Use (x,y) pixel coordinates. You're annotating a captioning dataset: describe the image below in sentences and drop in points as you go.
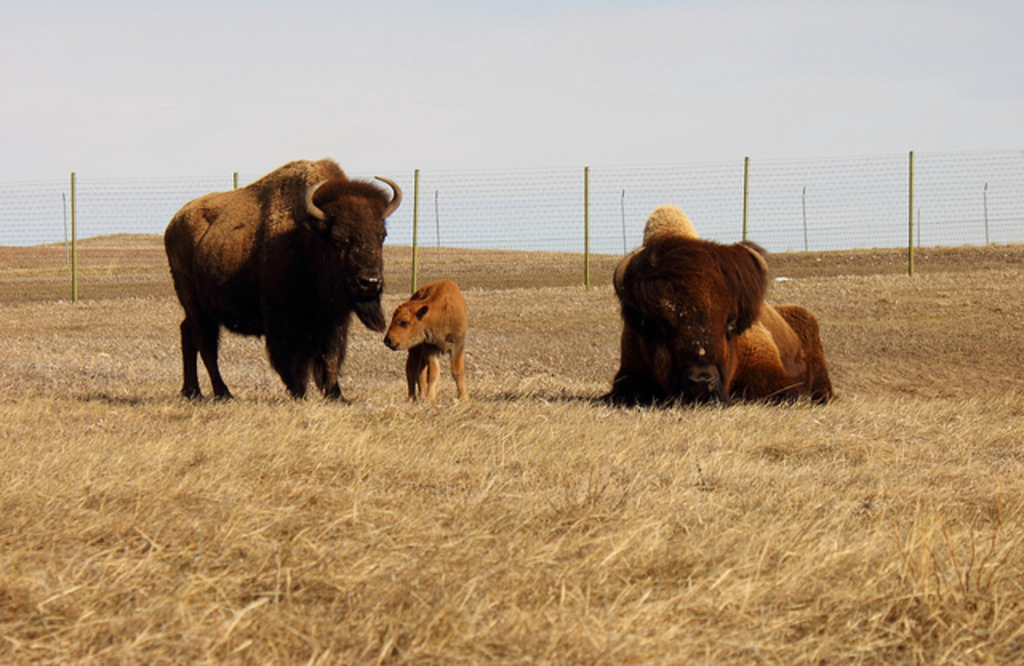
In this image it seems like a bull (268,285) standing on the ground (239,463). On the right side (688,349) there is another bull (720,360) which is lying on the ground (703,407). At the bottom (447,528) there is dry grass (416,440). In the background (625,209) there is fence (819,209). At the top (561,55) there is the sky (537,74). In the middle (455,309) there is a small bull (429,335).
